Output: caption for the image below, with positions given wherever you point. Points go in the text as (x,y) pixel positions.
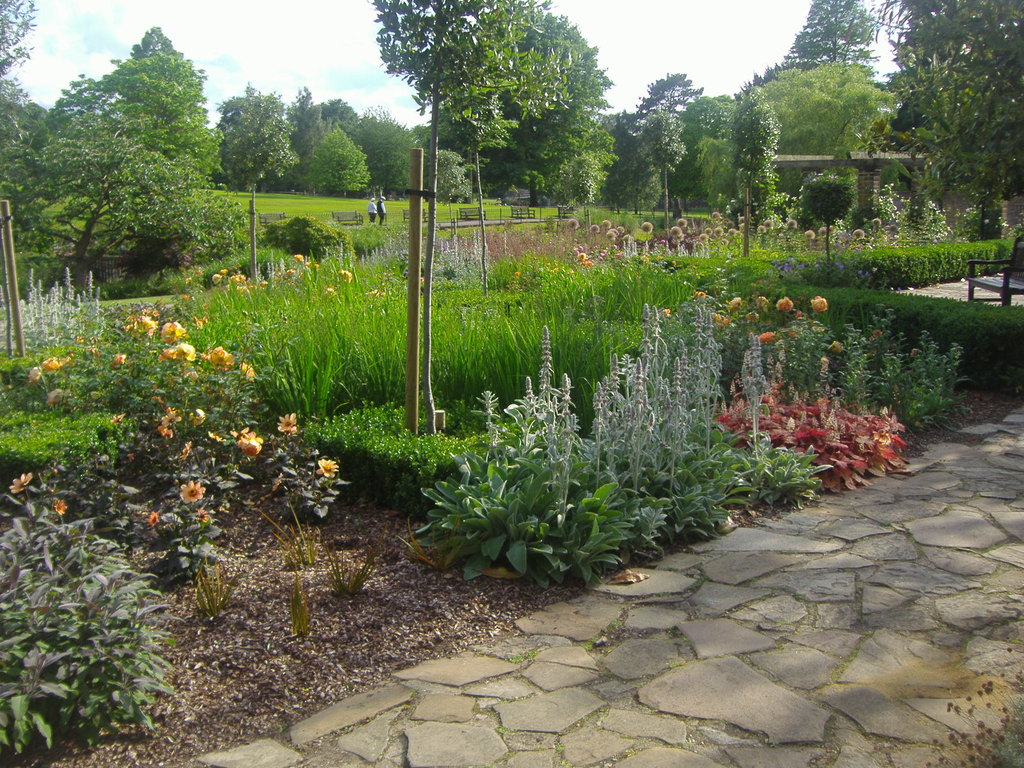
In this image in the front (426,485) there are plants (507,476) and flowers (120,416). In the background (349,184) there are trees (331,189) and there are persons (371,219) standing and there is grass (356,203) on the ground (331,221) and the sky (727,26) is cloudy. On the right side (1000,288) there is an empty bench (1003,286).
